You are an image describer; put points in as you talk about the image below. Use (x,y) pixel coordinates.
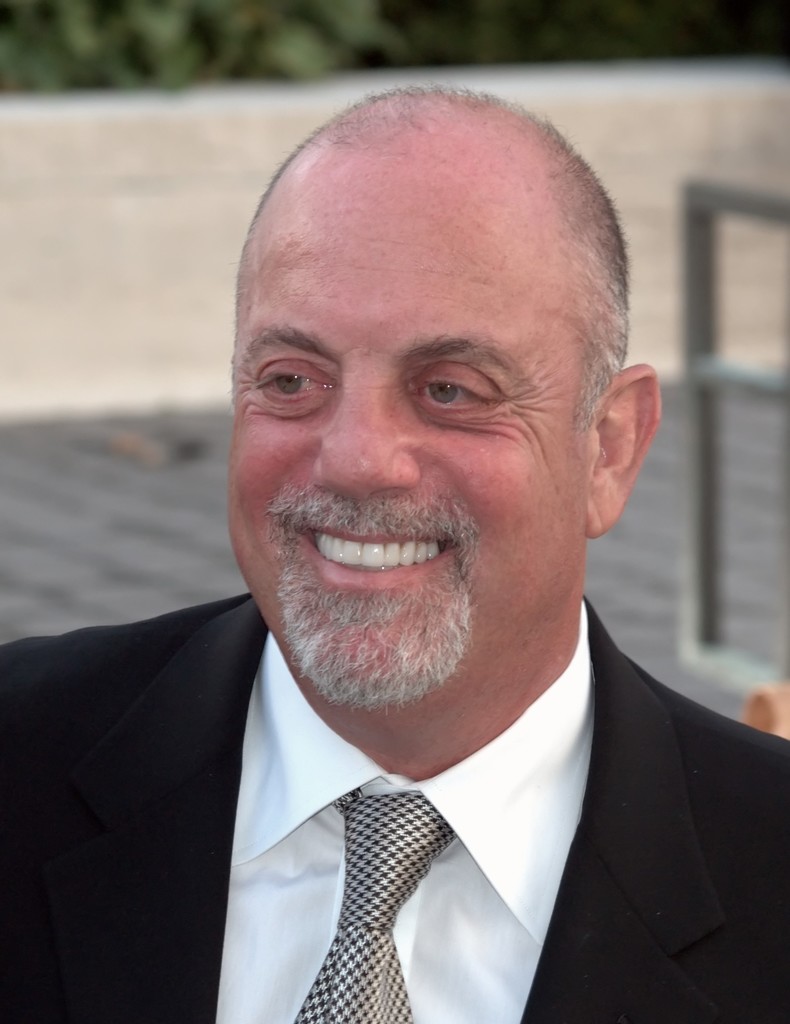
This image consists of a man (295,966) wearing a black suit (178,928) and a white shirt (313,913) along with a tie (419,863). In the background (161,124), we can see a wall (29,165) and trees (402,64).
